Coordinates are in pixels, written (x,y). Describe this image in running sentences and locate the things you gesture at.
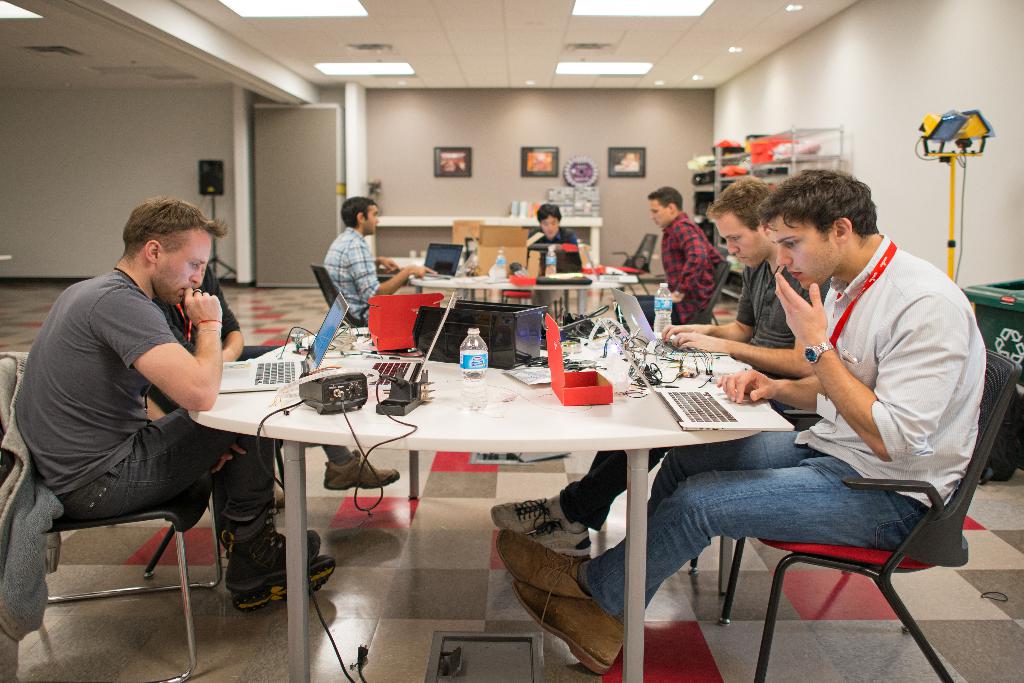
In a room (299,210) there are so many people (395,283) sitting and operating laptop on table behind them and there was a sound box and a photo frames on the wall (600,109) and the shelf (722,182) with something in it.
